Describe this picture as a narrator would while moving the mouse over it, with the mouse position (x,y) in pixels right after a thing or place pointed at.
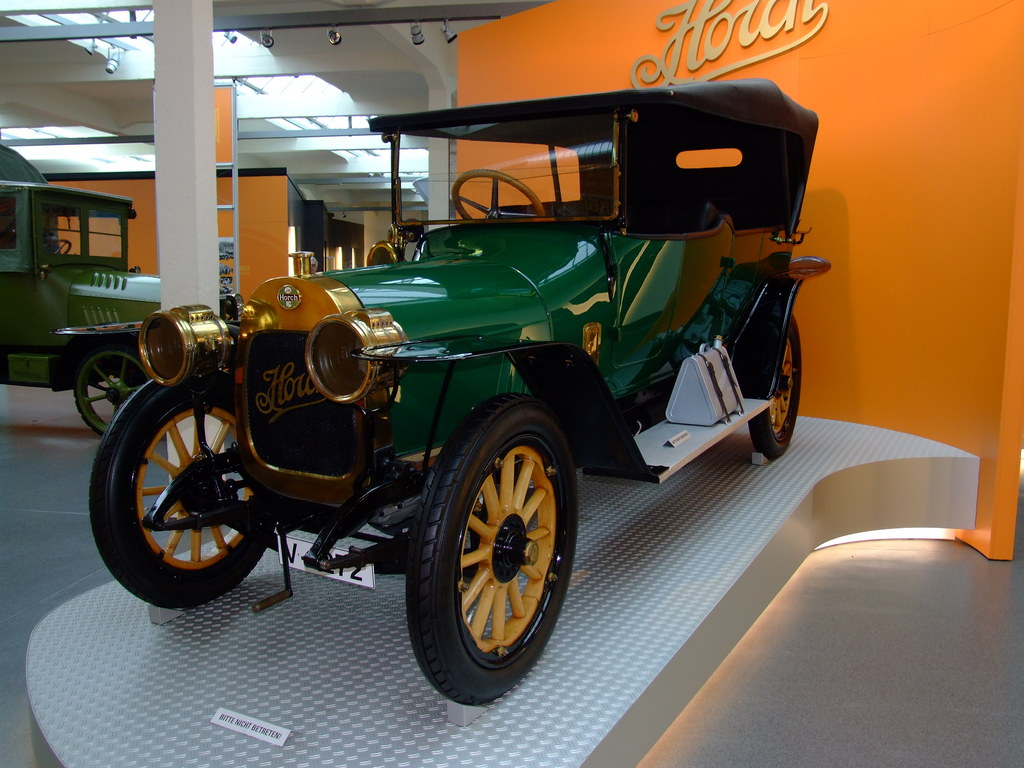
In this image we can see green color vehicle (538,362) on the white platform (485,761). Background of the image (23,291), one more vehicle (68,253) is there. We can see orange color walls (273,182) and white color pillar (196,171) with white roof (108,97).
